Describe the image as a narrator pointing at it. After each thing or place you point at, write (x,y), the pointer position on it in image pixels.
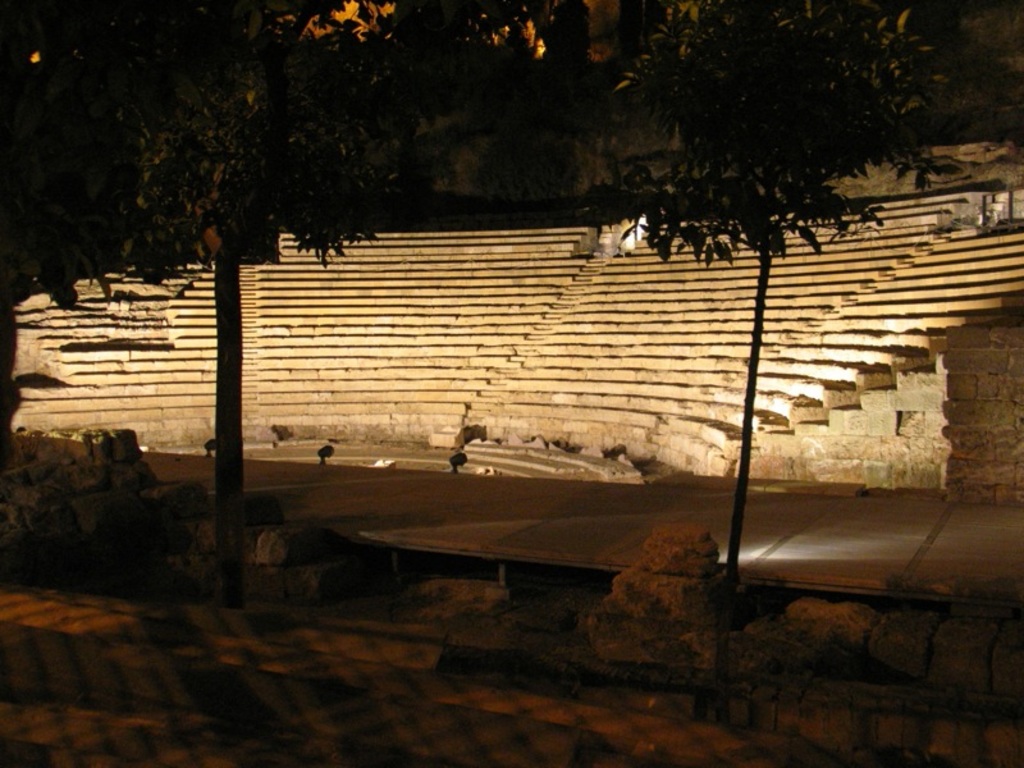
In this image I can see staircase (752,304) and trees (747,159) and the road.
